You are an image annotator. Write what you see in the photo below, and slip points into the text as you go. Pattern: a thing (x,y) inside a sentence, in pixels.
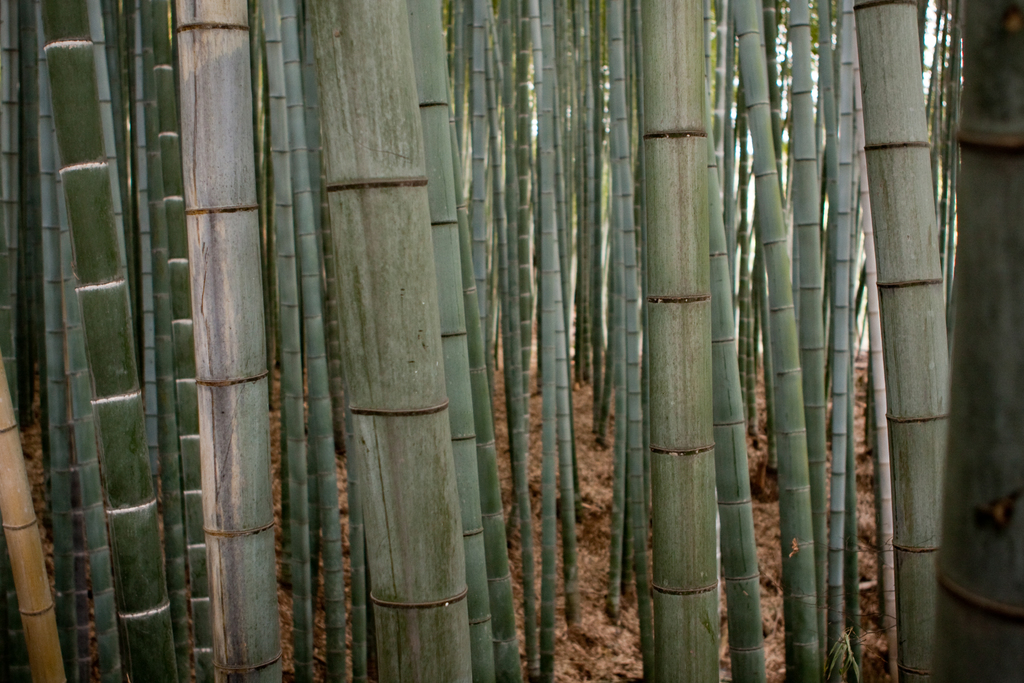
Here we can see bamboo sticks (387,341) on the ground (879,673). In the background (724,117) we can see trees (556,11) and sky (711,31).
